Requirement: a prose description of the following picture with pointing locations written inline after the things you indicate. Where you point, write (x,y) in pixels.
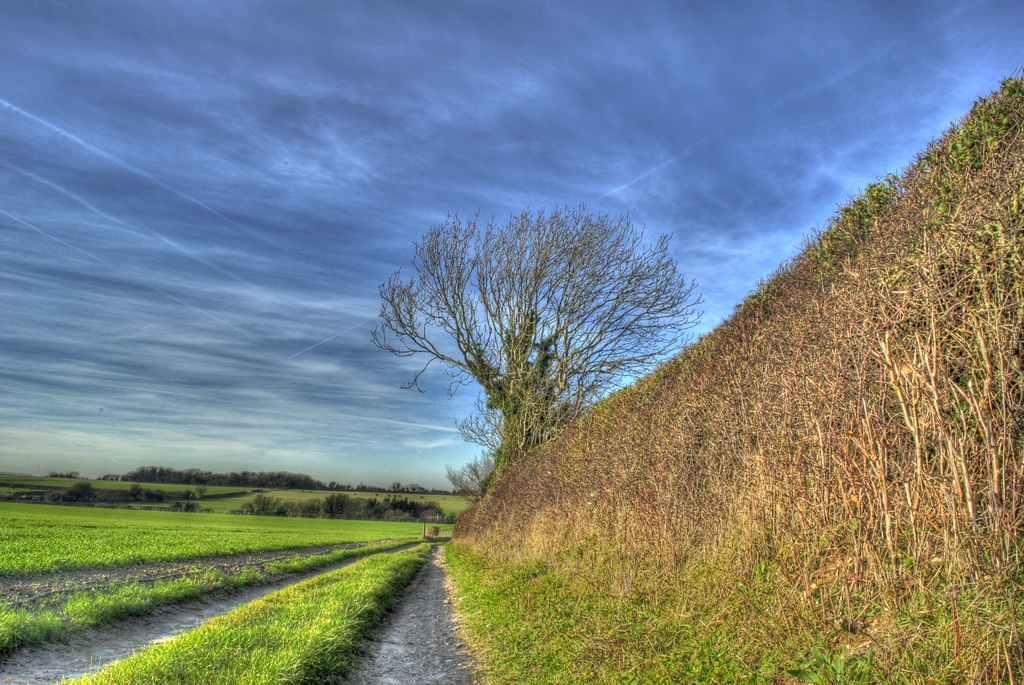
In this image we can see grass (342,493), trees (516,394) in the background (470,459) and a sky (451,128) on the top of the picture (431,120).
